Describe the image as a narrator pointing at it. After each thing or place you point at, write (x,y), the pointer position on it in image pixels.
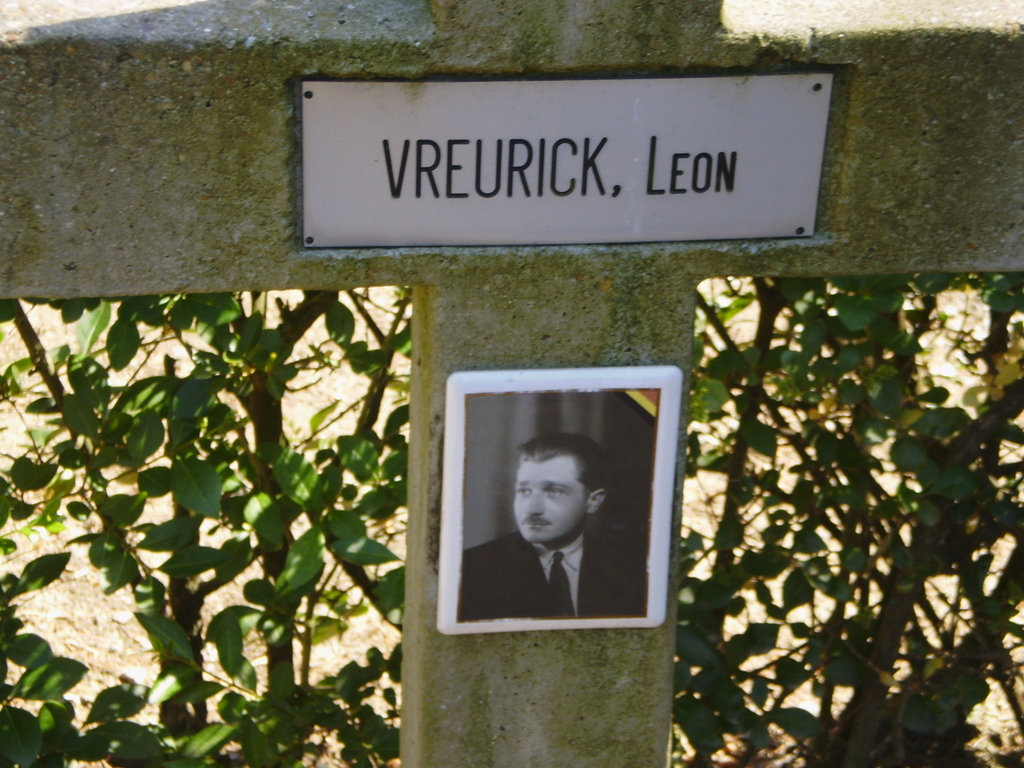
In this picture I can see a cross (438,308) on the grave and I can see plants (337,469) and I can see a picture (539,440) and a board (520,198) with some text (537,147) on the cross (488,308).
